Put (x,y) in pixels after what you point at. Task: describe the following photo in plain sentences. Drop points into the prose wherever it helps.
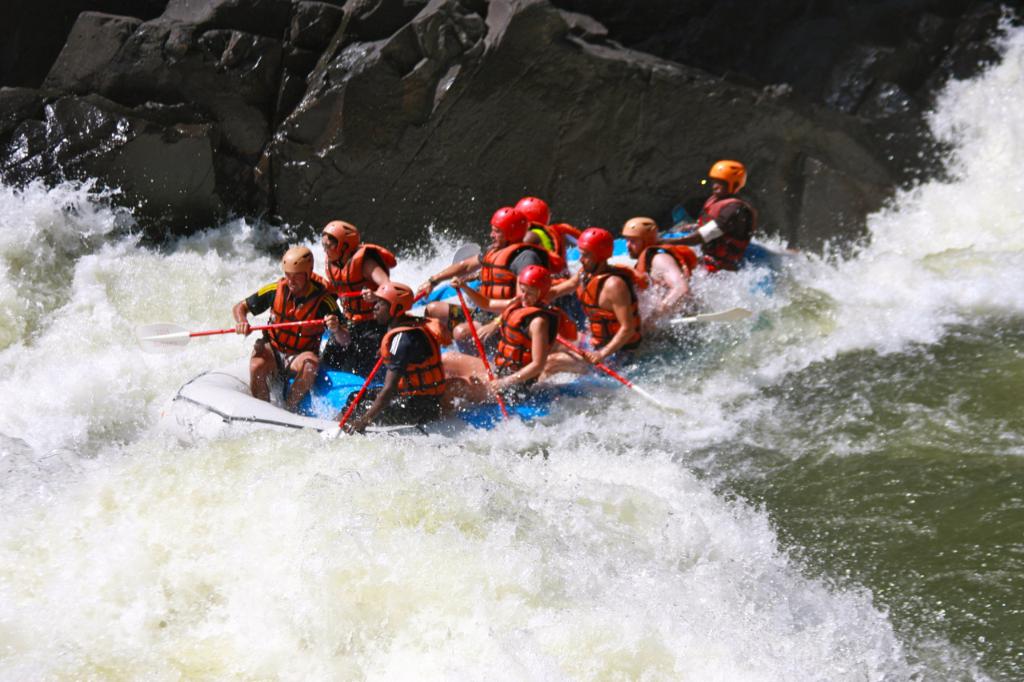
In this picture we can see a group of people (396,376) rafting in white water (74,394). At the top (244,61) it is rock (284,160).
